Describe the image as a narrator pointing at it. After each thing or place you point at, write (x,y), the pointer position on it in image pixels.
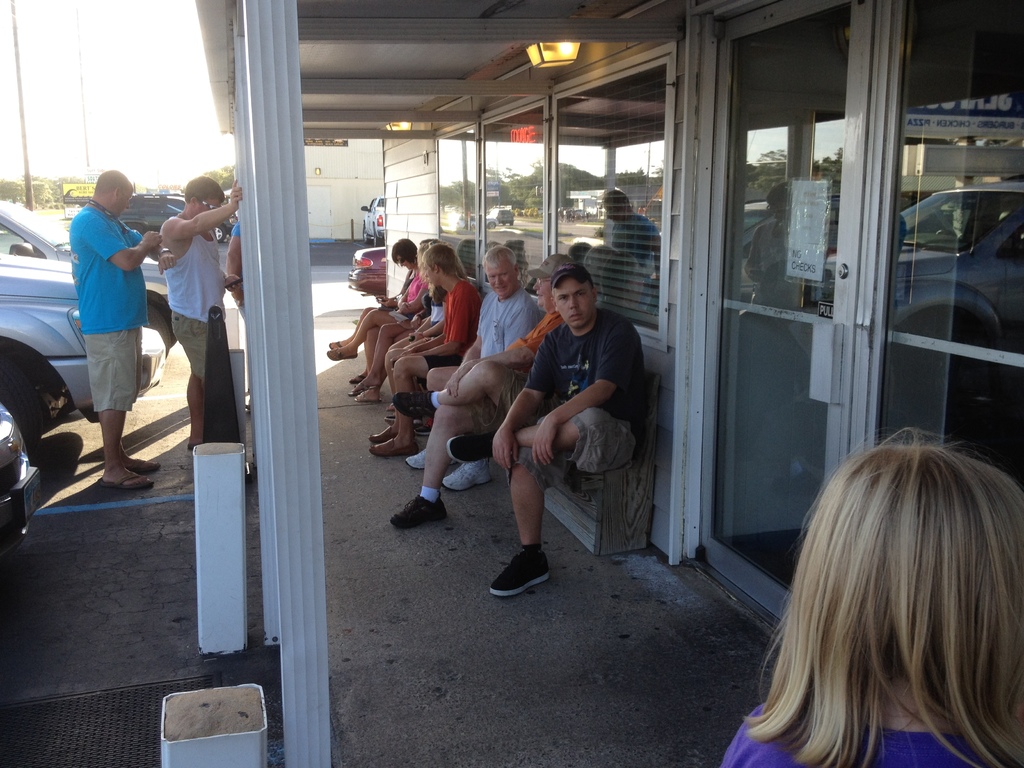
This is an outside view. Here I can see a building (699,256). In front of this few people (562,381) are sitting on the bench (606,502). In the bottom right (838,688), I can see a person's head (882,661). On the left side (54,358), I can see few cars (53,404) on the road (64,537) and two men (137,286) are standing. In the background (32,191) I can see poles (30,170) and trees (528,188). At the top (137,80) I can see the sky (130,67).
